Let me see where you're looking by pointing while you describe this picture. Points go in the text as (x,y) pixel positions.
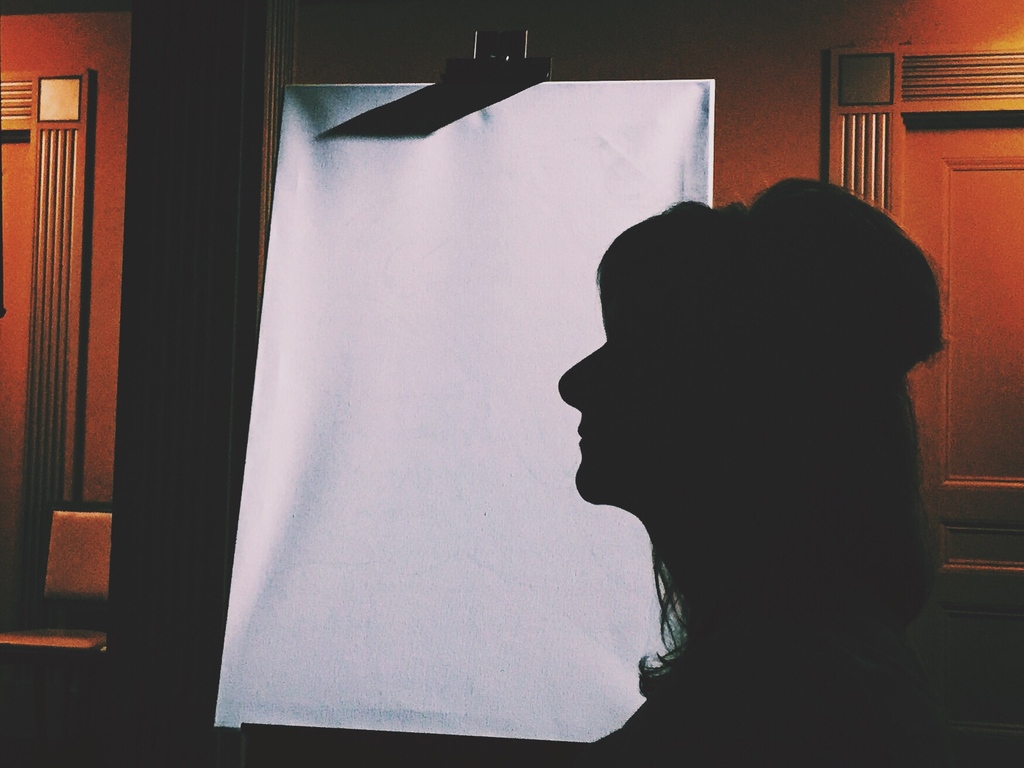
In this image, I can see a person (757,381) and a whiteboard (406,570). In the background (222,166), there is a wooden wall (969,478).
